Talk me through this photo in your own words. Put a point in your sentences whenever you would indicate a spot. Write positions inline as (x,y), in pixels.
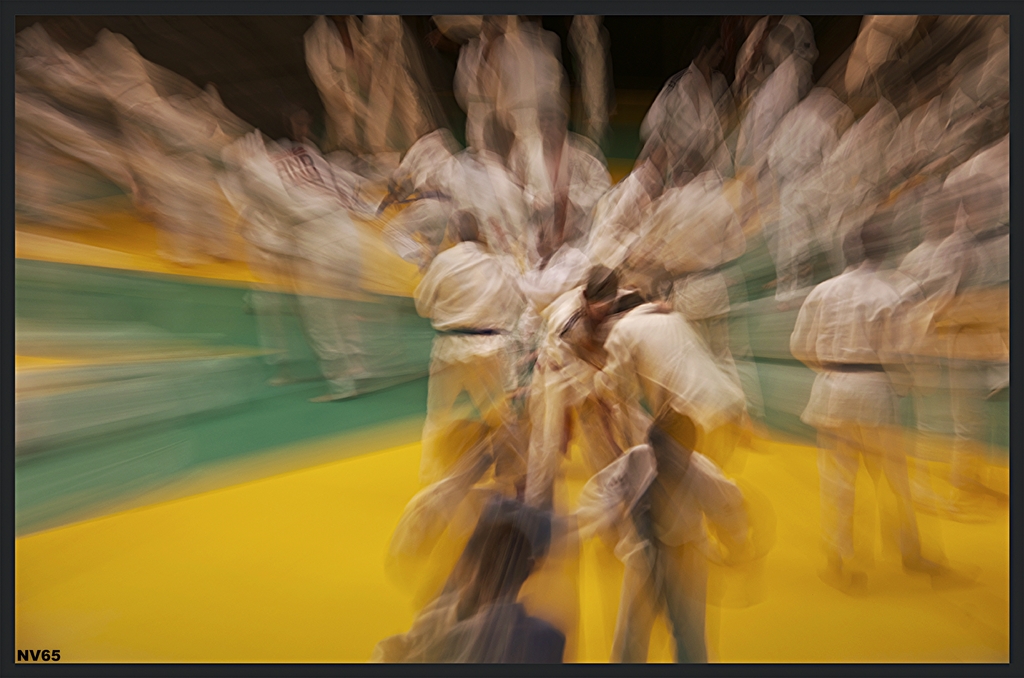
In this edited image, we can see persons (585,389) wearing clothes (613,455).
